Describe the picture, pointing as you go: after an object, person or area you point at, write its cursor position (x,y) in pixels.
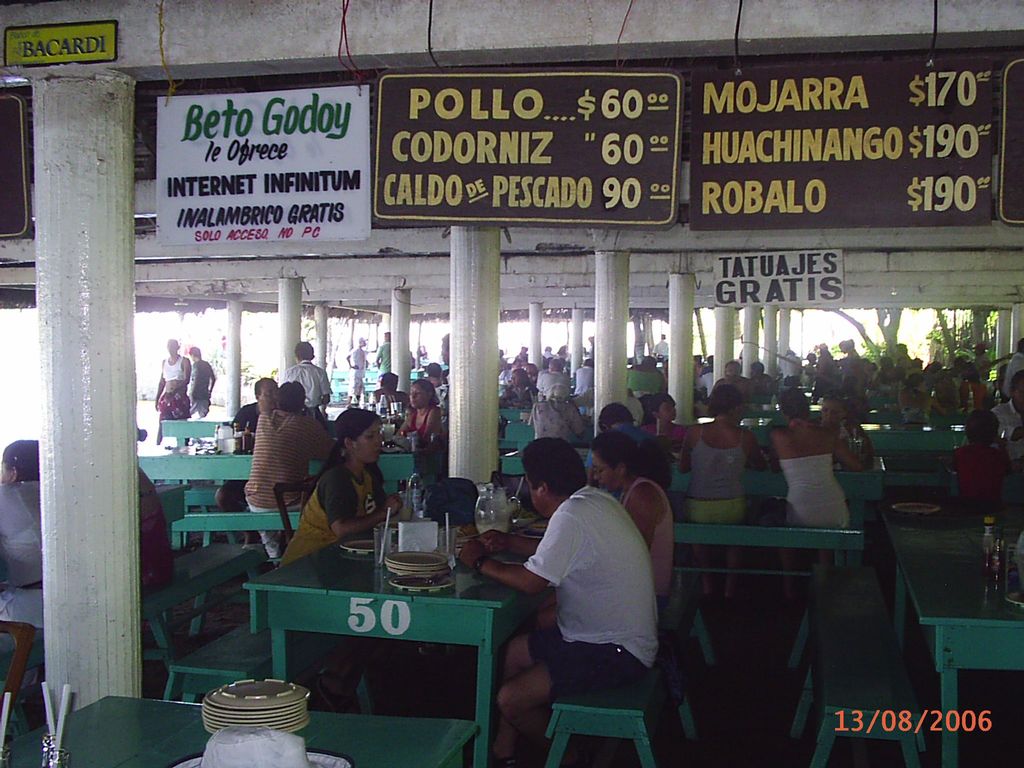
In this image i can see number of people (544,571) sitting on benches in front of dining table (483,596), On the table (453,595) i can see few plates (406,565), a jar (482,530) and few glasses (452,555). In the background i can see few people (193,394) standing, few pillars (395,339) and few boards (591,156), i can also see few trees (932,339).
